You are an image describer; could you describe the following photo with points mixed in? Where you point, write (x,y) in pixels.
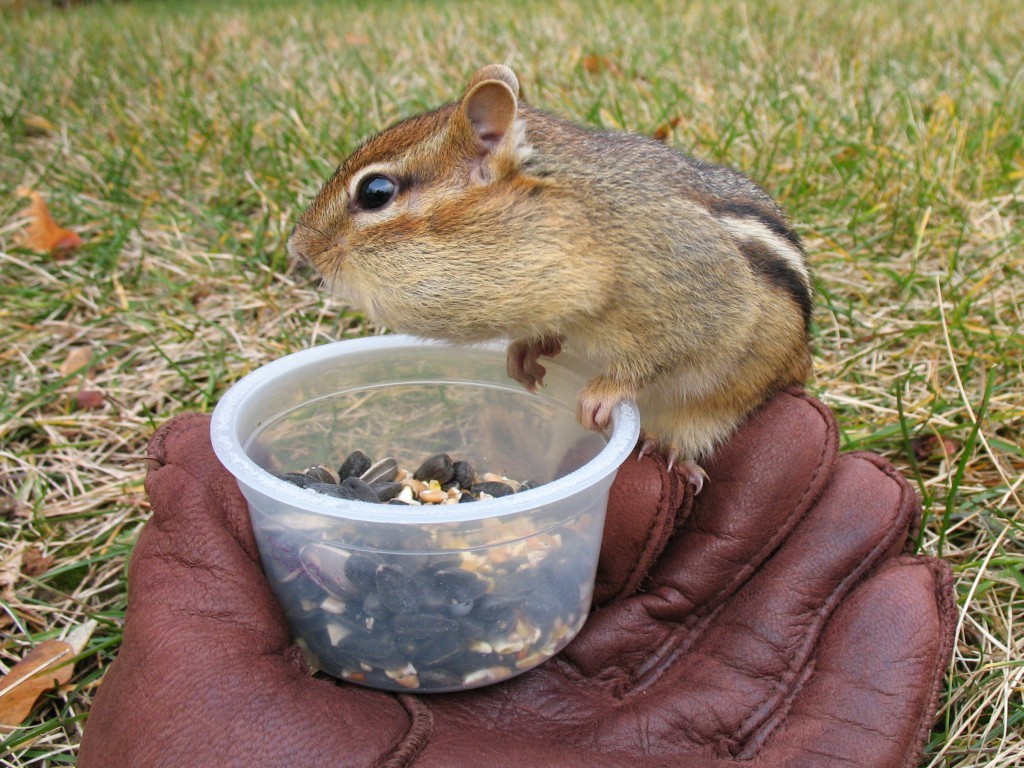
In this picture we can see an animal (727,264), glove (261,723), bowl (359,632) with grains (449,568) in it and in the background (53,302) we can see the grass (394,52).
